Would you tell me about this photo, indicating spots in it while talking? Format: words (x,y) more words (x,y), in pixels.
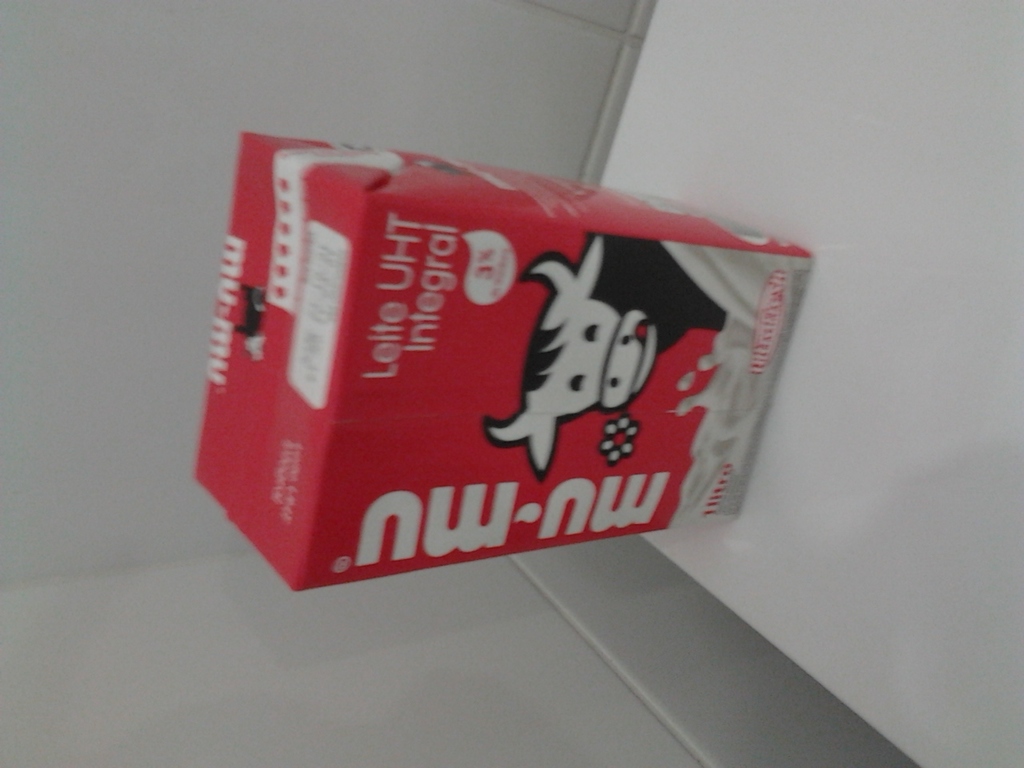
In the image we can see there is a milk tetra pack (467,434) kept on the table (865,431). There are white tiles (214,175) on the wall (102,456).
